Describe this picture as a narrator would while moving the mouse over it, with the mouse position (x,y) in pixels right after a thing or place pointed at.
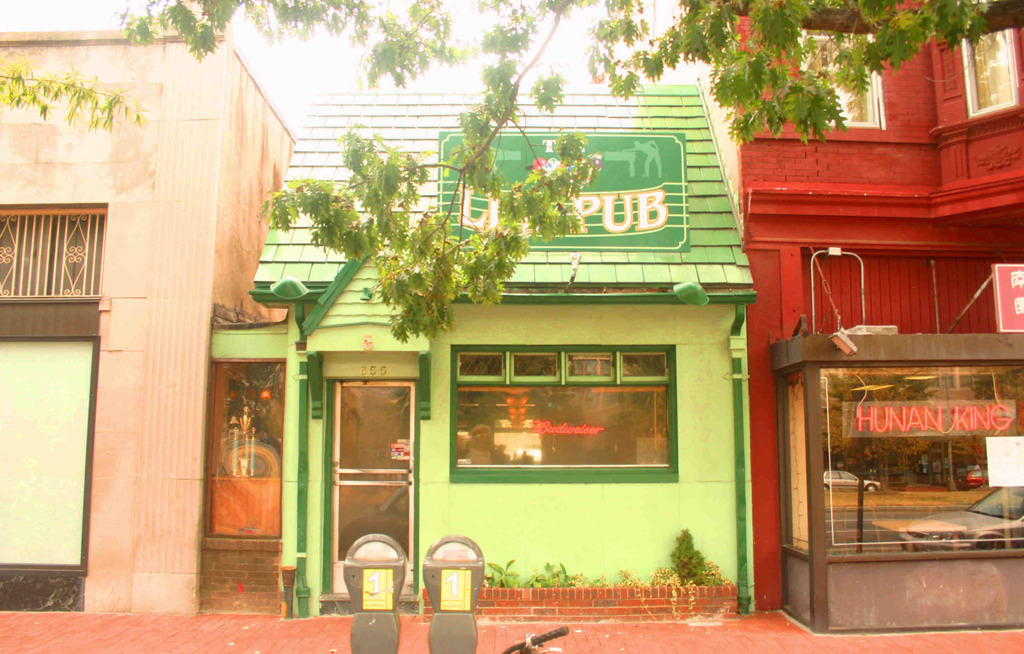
In this image there are buildings (284,455), there is a building (770,309) truncated towards the right of the image (900,188), there is a building (910,198) truncated towards the right of the image (922,39), there is a tree (791,32) truncated, there is the sky (419,69), there is a board (653,178), there is text (657,209) on the board (595,240), there is the door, there are plants (557,571), there is a board (1011,302) truncated towards the right of the image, there are objects (444,606) on the ground (349,627), there are windows (996,66).
